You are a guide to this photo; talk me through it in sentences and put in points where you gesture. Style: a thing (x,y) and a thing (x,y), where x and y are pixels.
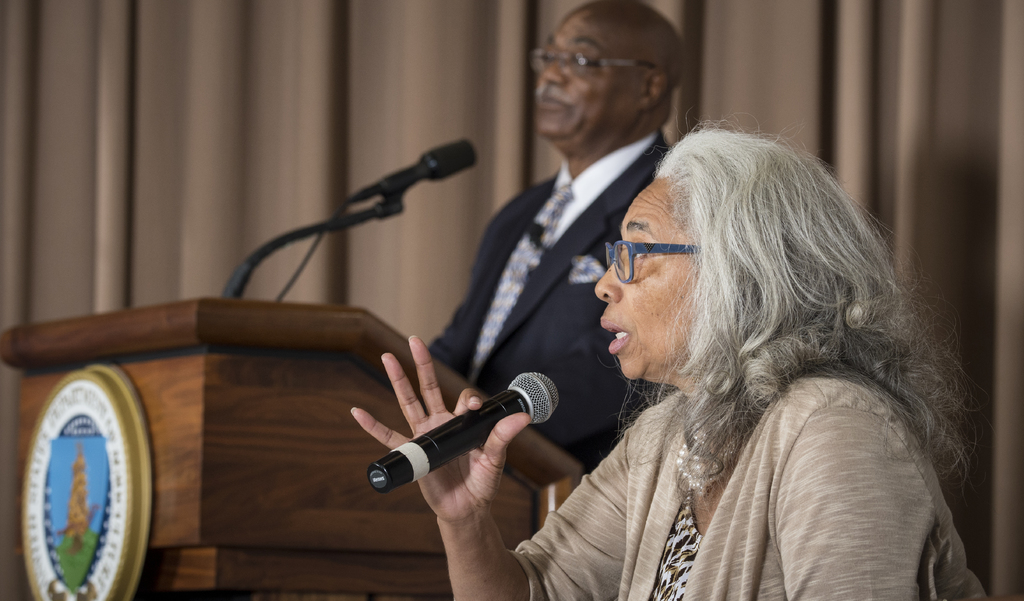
On the right side of the image (851,386) a lady (753,425) is holding a mic (533,420) and wearing spectacles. In the center of the image (568,309) a man (568,249) is there in-front of podium (337,430). On podium (262,302) we can see a mic (407,180). In the background of the image (292,222) we can see a curtain (273,165).
